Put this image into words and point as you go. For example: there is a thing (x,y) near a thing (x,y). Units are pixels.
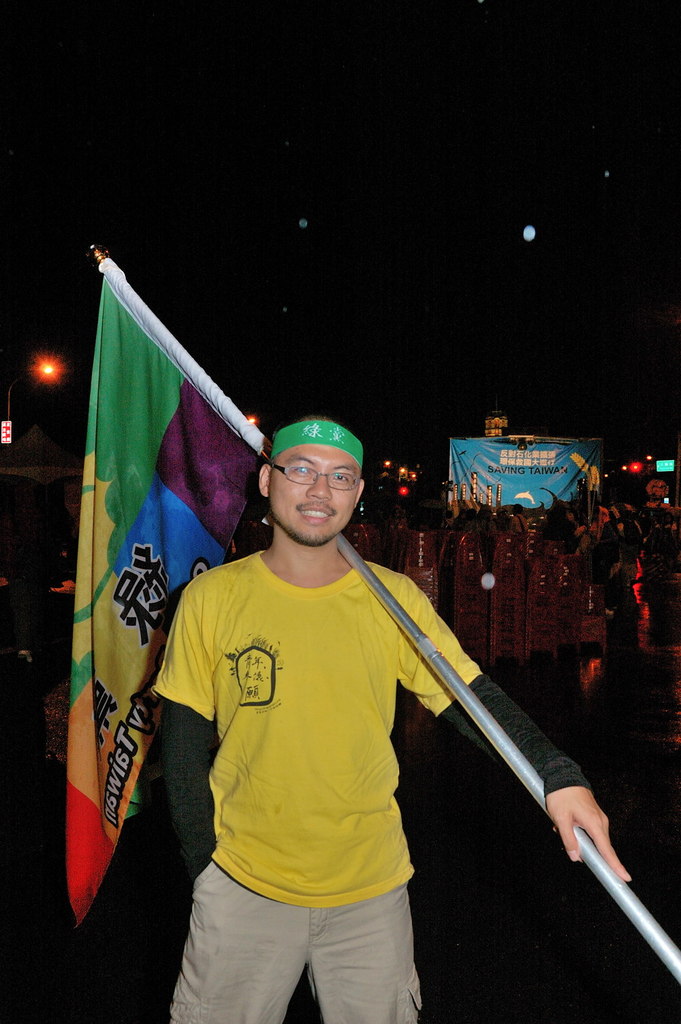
In this image I can see the person (228,750) with the yellow, black and ash color dress (225,822) and the person (218,857) holding the flag (142,635). In the background (469,624) I can see the banner (478,455), many objects (566,598) and the lights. I can see there is a black background (293,204).
